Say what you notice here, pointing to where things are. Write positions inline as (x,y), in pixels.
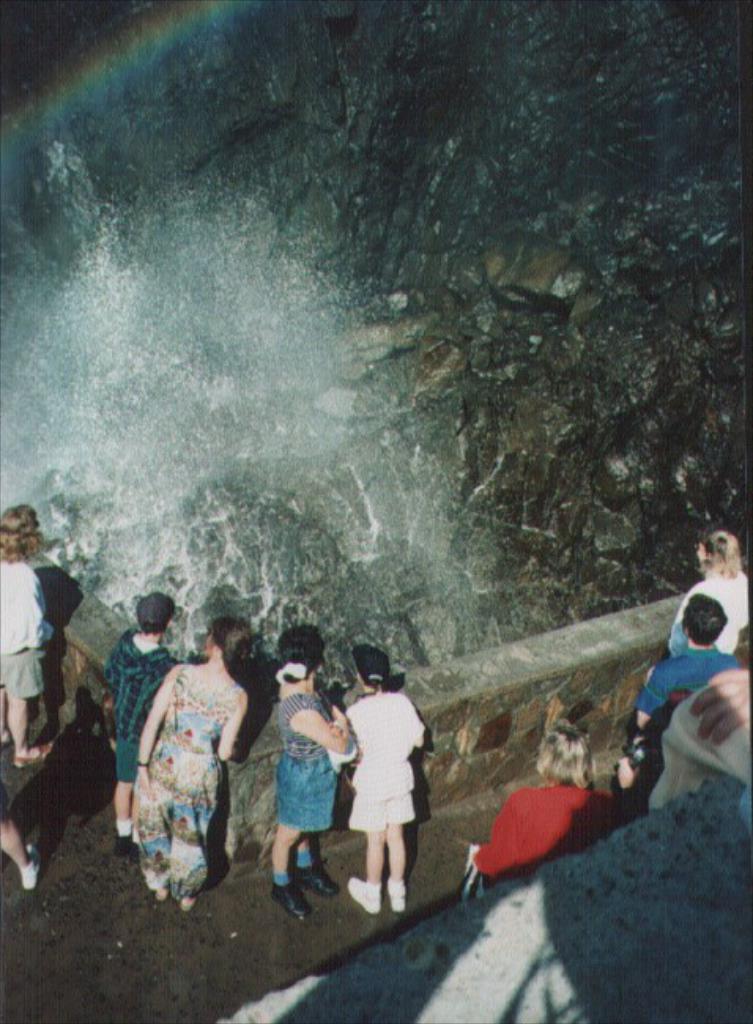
There are some people (128,676) standing near to a wall (451,712). There is a waterfall (222,357). Also there are rocks (541,337).
